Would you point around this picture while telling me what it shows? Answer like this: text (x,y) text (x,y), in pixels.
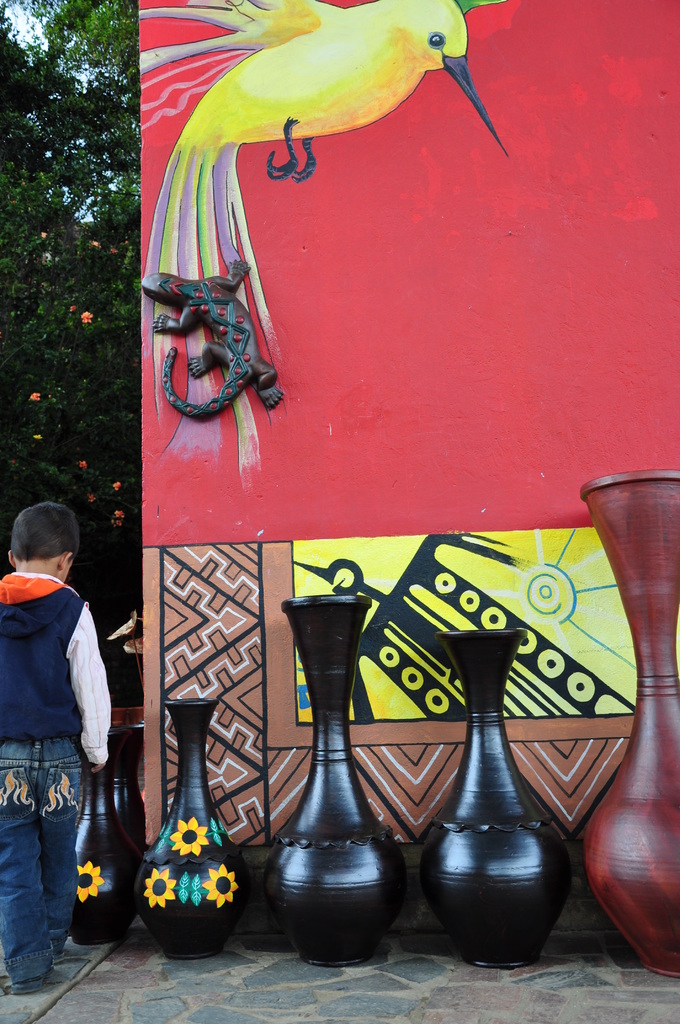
In the foreground (396,905) I can see flower pots (513,863), a boy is standing on the floor (371,1009), hoarding (449,567), trees (71,409) and the sky (23,15). This image is taken may be during a day.
